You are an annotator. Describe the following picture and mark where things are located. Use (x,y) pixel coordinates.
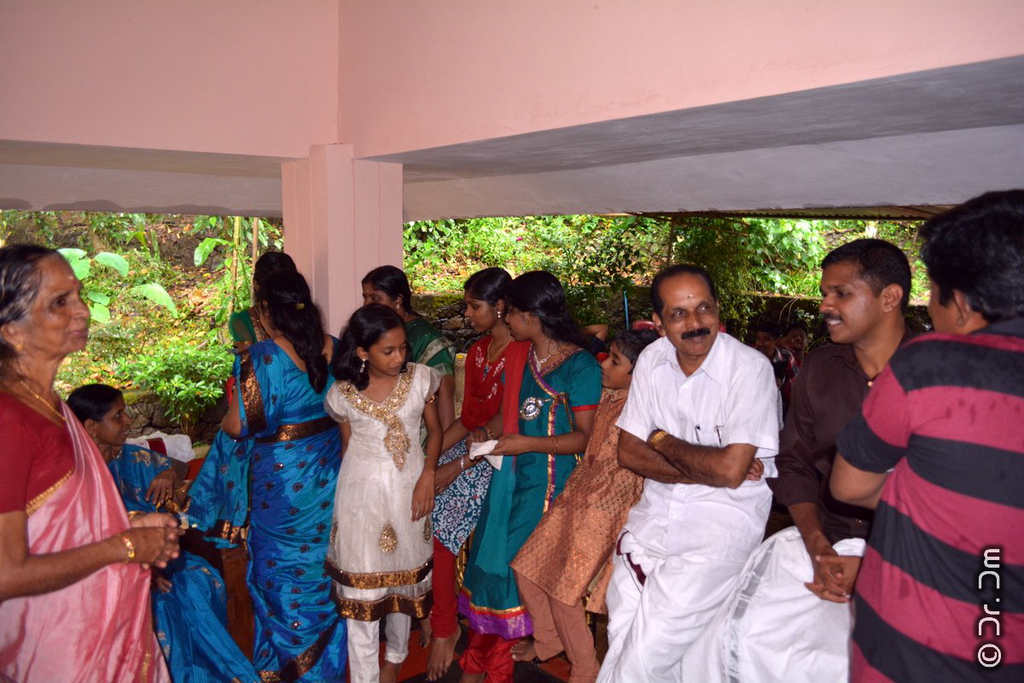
In this image there are group of people (521,432) who are standing. On the right side (819,385) there are three men (645,481) who are talking with each other. On the left side (276,401) there are girls (321,418) who are standing. In the background (161,297) there are small plants (241,251) and trees (592,235). At the top (404,103) there is the wall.
